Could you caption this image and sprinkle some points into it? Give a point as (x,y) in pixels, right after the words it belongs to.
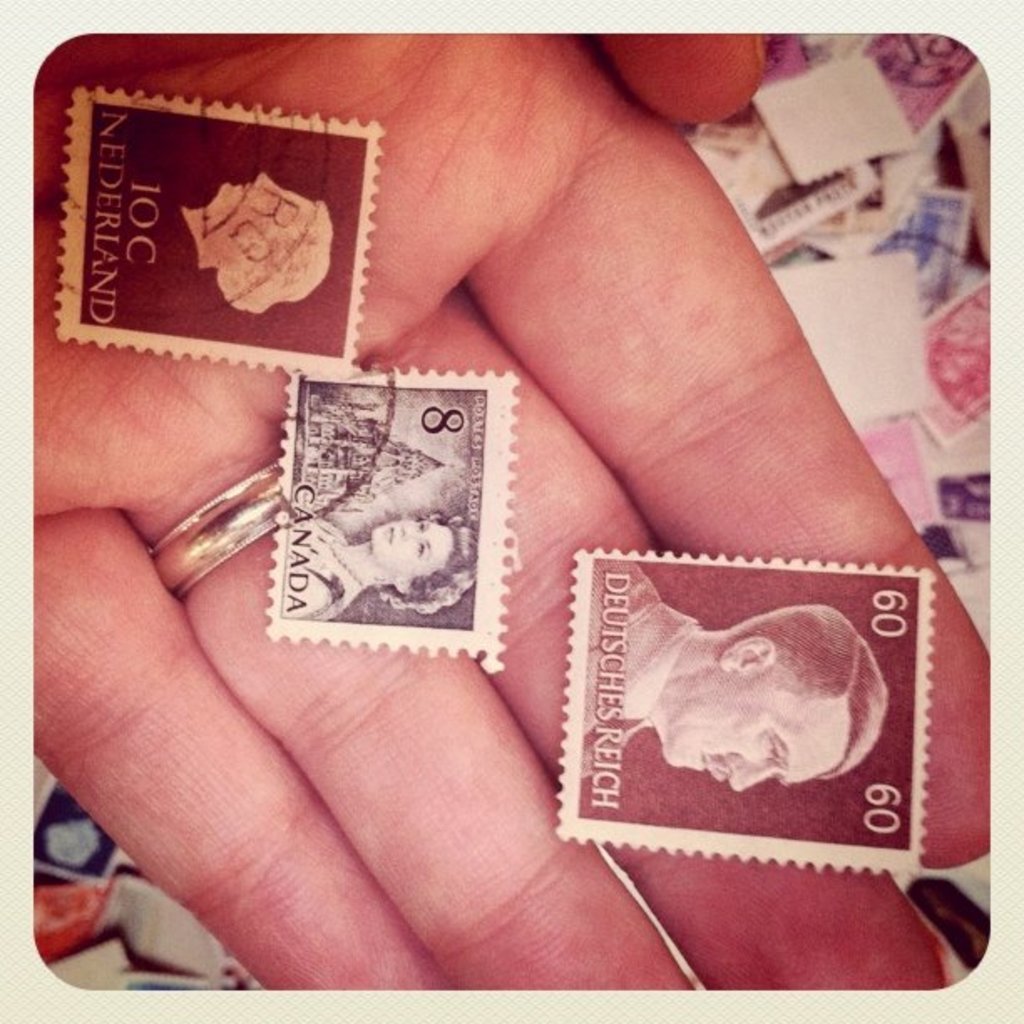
In this picture we can see a person hand (516,905) with three stamps (85,166) and below this hand (714,285) we can see some more stamps (900,236).
